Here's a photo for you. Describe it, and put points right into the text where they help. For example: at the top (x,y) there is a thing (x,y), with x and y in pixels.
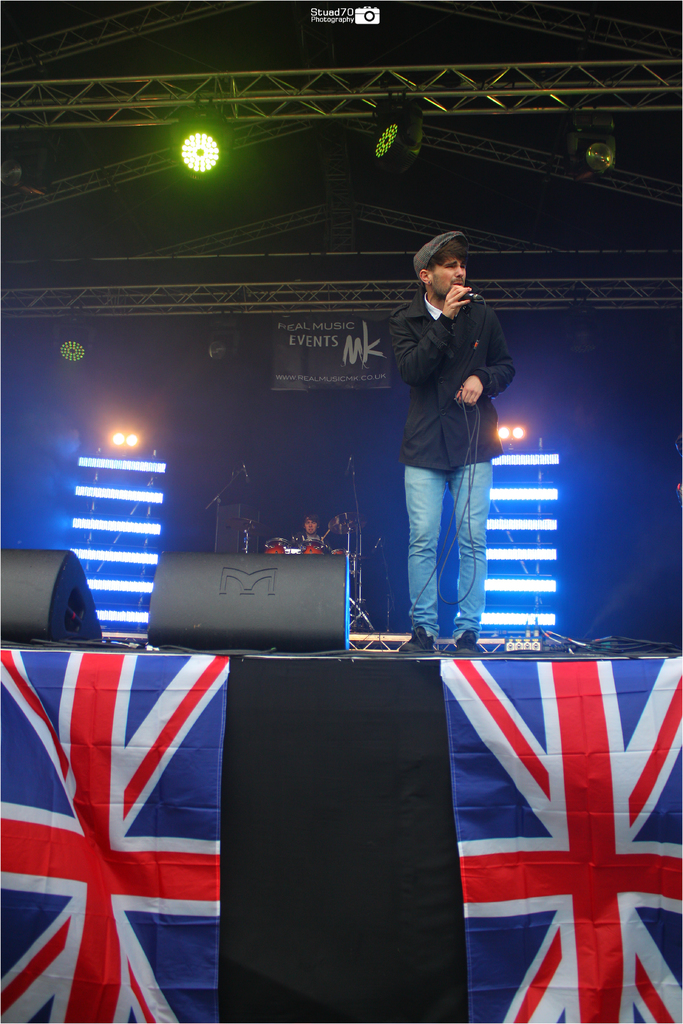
There are 2 UK flags (198,825) hanging. A person (437,275) is standing on the stage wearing a cap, black shirt (462,337) and jeans (475,534). He is holding a microphone (472,299). There are lights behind him and there is a board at the center (302,351) top. There is a green light (211,146) on the top (208,156).
